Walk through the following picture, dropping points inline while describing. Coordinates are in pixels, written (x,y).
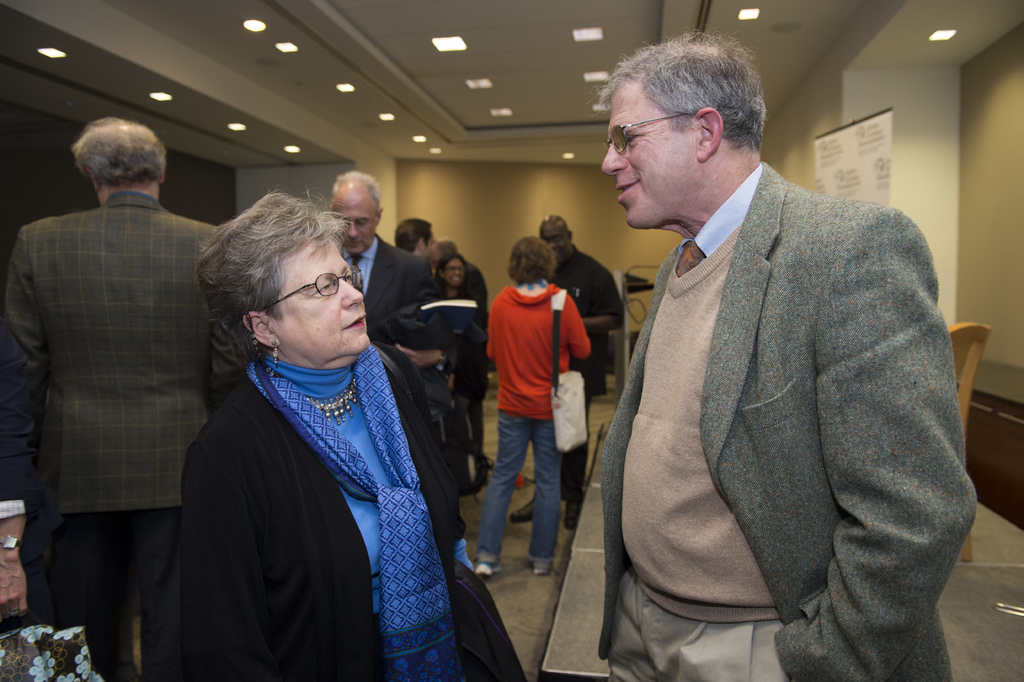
In this image we can see a few people (658,342) standing on the floor (519,583). In the background (512,207) we can see the wall (494,201) and also a banner (858,161). At the top (412,13) there is ceiling (425,67) with the ceiling lights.
